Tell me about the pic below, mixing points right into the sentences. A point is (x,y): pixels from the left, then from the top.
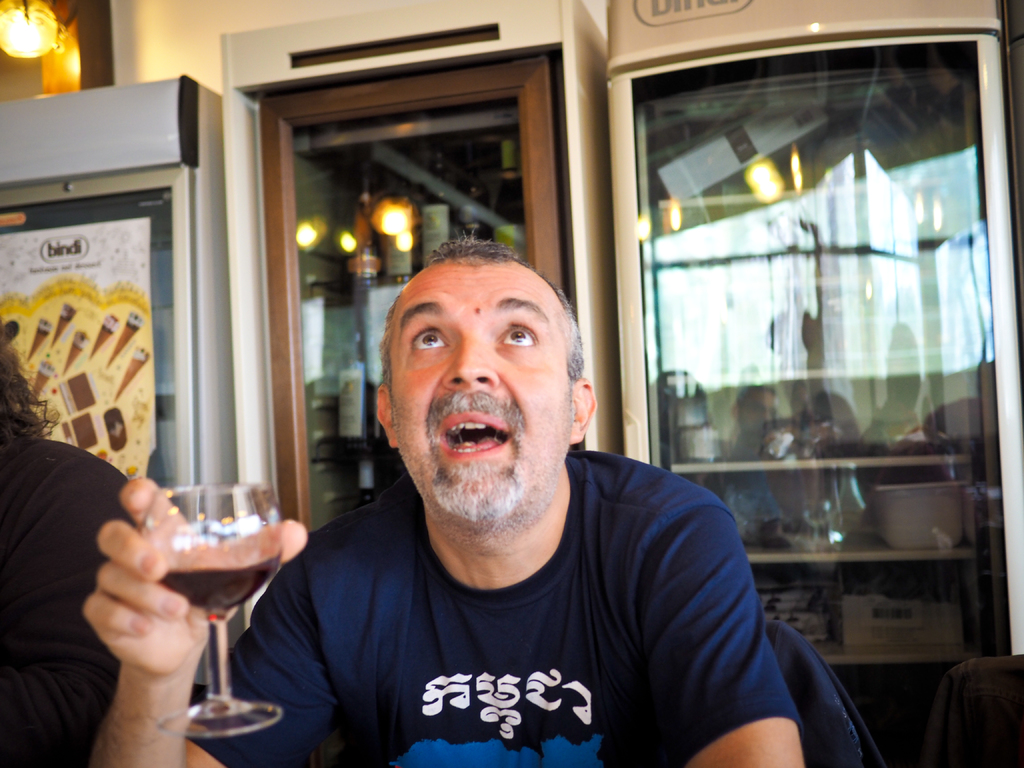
This man (552,514) is sitting on a chair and holding a glass (215,525) with liquid (203,574). These racks (813,253) are filled with bottles (434,231), container (946,504) and things (946,612). Beside this man (398,595) another person (14,639) is sitting on a chair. A poster (80,413) on this furniture (178,368). On top (35,27) there is a light (27,39).
